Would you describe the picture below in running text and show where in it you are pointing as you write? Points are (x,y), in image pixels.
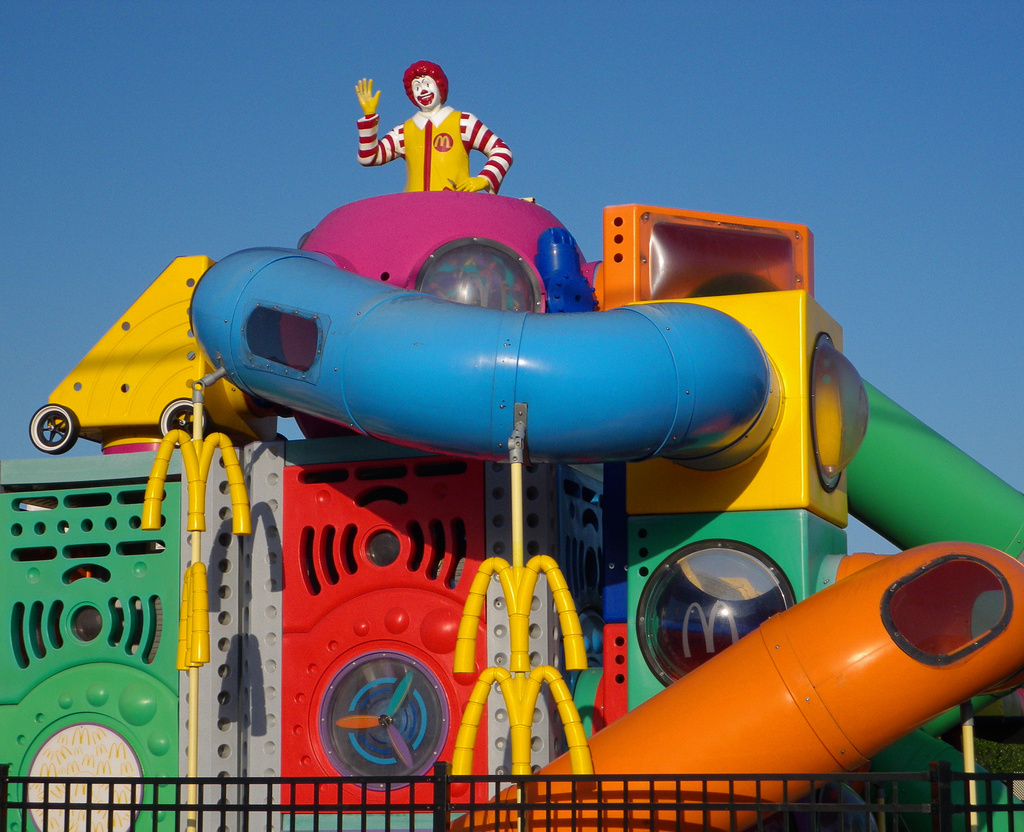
Here we can see an amusement ride (773,606), fence (794,806), and a statue (427,114). In the background (835,118) there is sky (835,118).
